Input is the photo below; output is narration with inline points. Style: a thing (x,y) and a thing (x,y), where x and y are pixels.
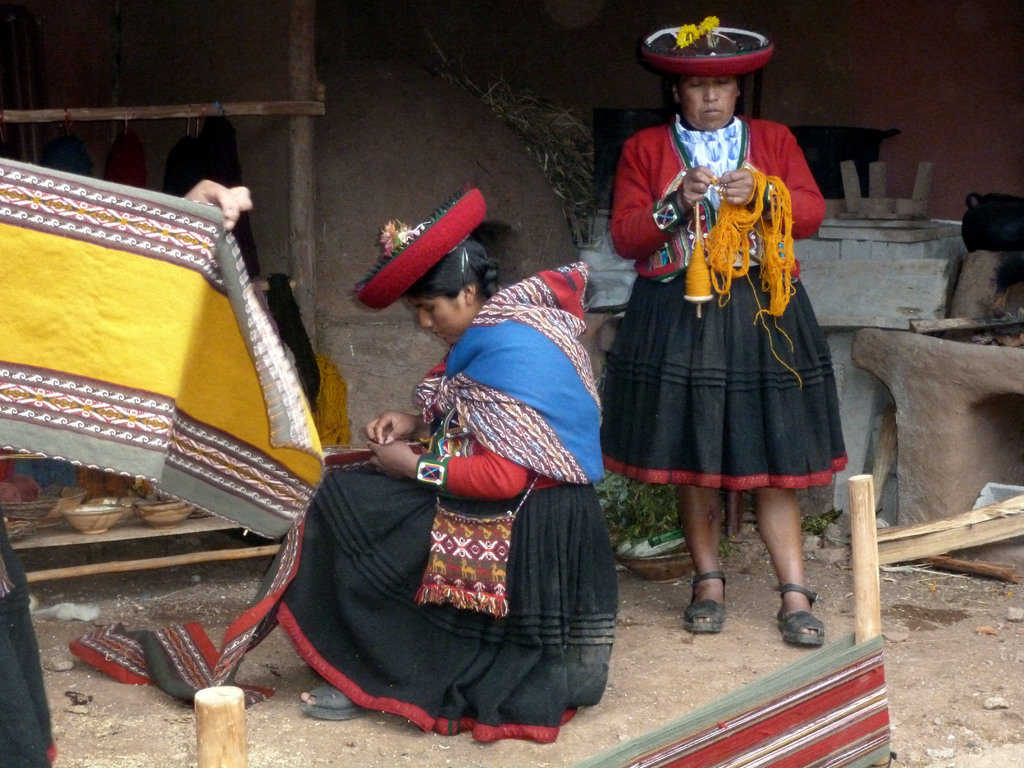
In this image, I can see two persons (482,446) with hats (440,239) and holding the objects (708,245). On the left side of the image (246,196), I can see a person's hand (234,203) holding a cloth (185,285). There are clothes (129,149) hanging to the hangers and bowls (158,508) are placed on an object (173,529). Behind a person (605,455), there is a stool (886,213) and few other objects (605,247). In the background (395,174), there is the wall (757,20).
